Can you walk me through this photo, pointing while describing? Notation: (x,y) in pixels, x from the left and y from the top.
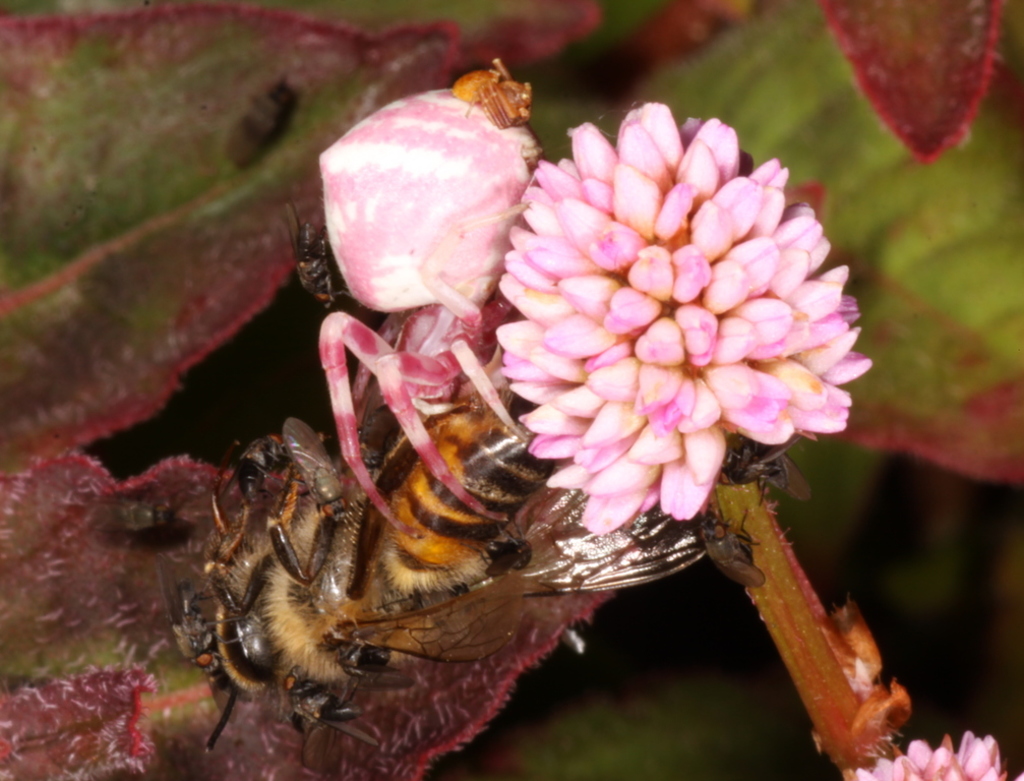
In this picture we can see few flowers (689,387), a honeybee (535,533) and few insects (465,311).
